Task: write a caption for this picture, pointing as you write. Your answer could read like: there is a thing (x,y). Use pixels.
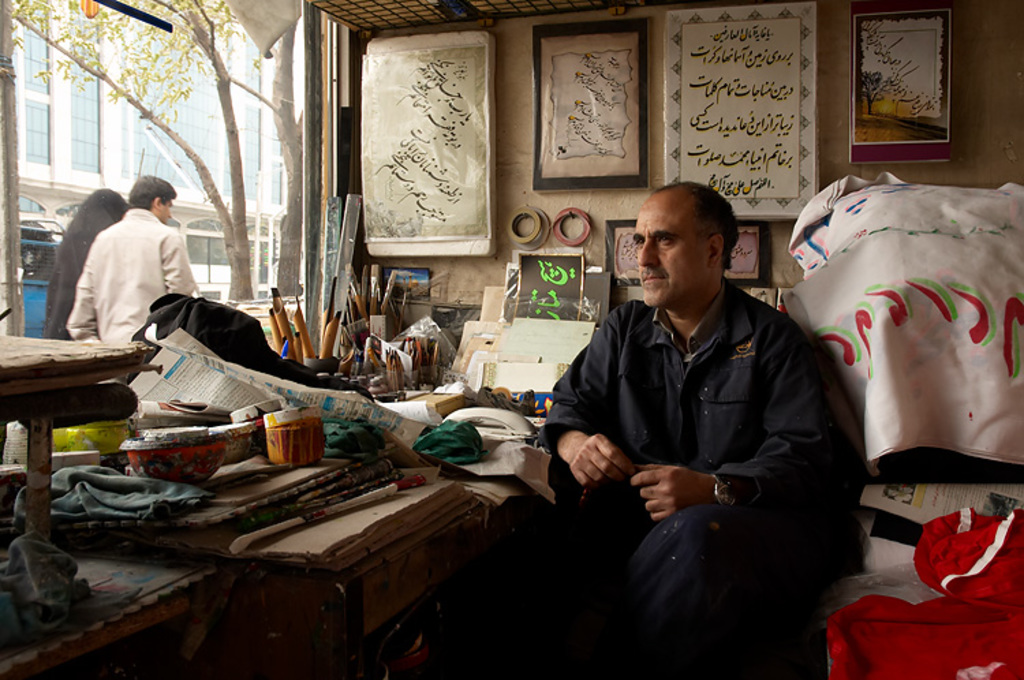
In this image in front (634,452) there is a person (727,353). Beside him there are few objects (537,364). In the background of the image (711,173) there are photo frames (669,130) on the wall (526,190). On the left side of the image (134,226) there are two people (72,254). Behind them there are trees (156,120), buildings (105,126).
